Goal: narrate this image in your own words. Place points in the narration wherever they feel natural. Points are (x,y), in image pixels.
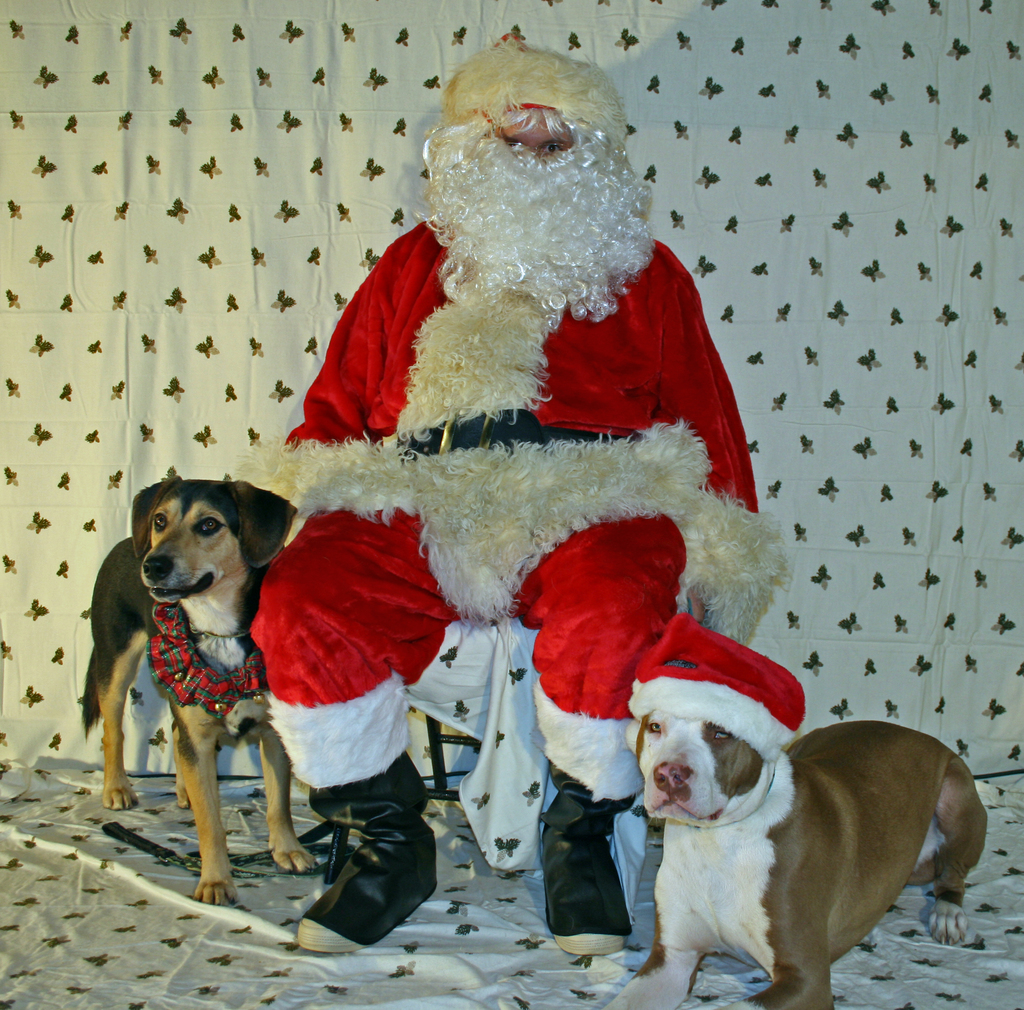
In this picture we can see a person (488,517) in a fancy dress (397,722) is sitting on a chair (429,721) and on the left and right side of the person (430,546) there are dogs (761,894). Behind the person (440,402) there is a cloth (657,194).
